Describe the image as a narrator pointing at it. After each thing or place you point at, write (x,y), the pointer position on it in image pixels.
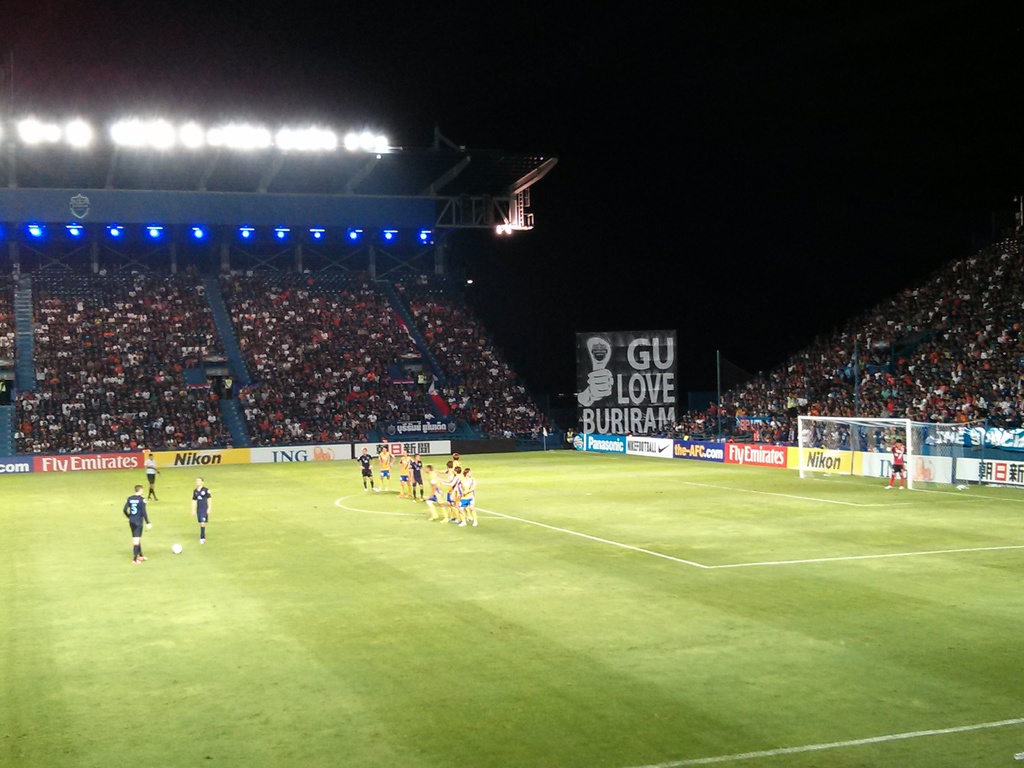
In this picture I can see few persons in the ground (346,564), in the background (620,427) there are boards (9,467), a group of people (450,346) are sitting on the chairs (360,285). At the top (348,230) there are lights (389,232), it looks like a football ground (451,713).
